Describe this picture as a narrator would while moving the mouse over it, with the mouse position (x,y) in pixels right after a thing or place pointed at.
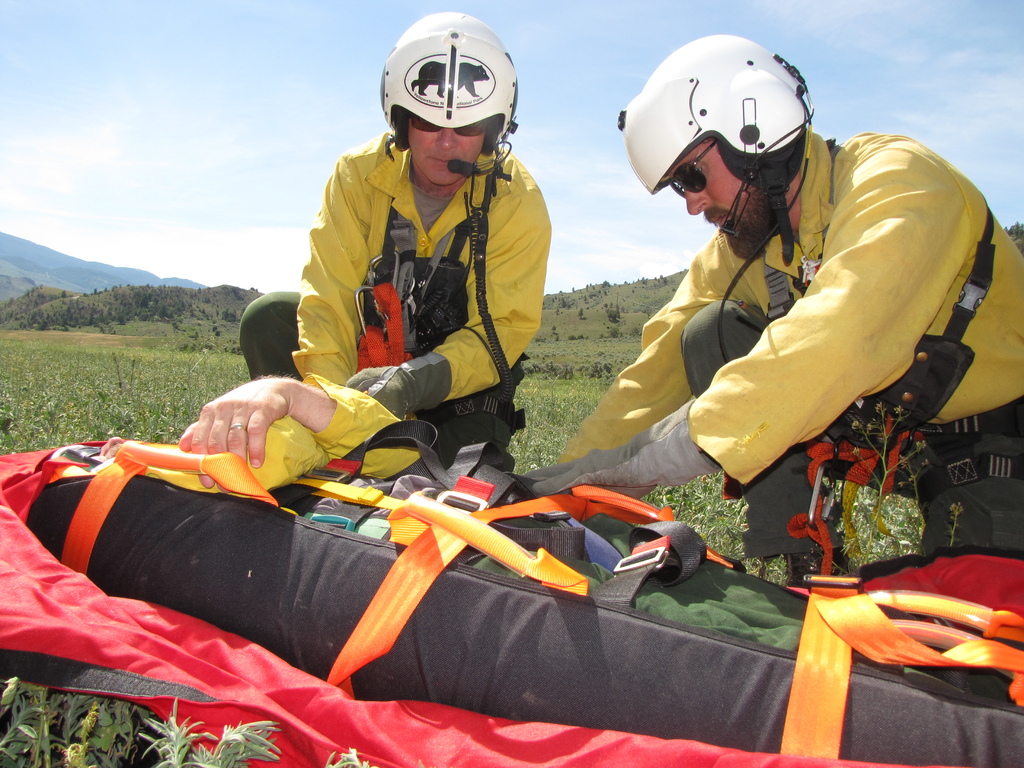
In this picture we can see two men (388,372) on the grass (16,413). We can see a stretcher/person carry bag (443,465). There are some plants (54,397) and a few trees (152,300) in the background (245,298).
